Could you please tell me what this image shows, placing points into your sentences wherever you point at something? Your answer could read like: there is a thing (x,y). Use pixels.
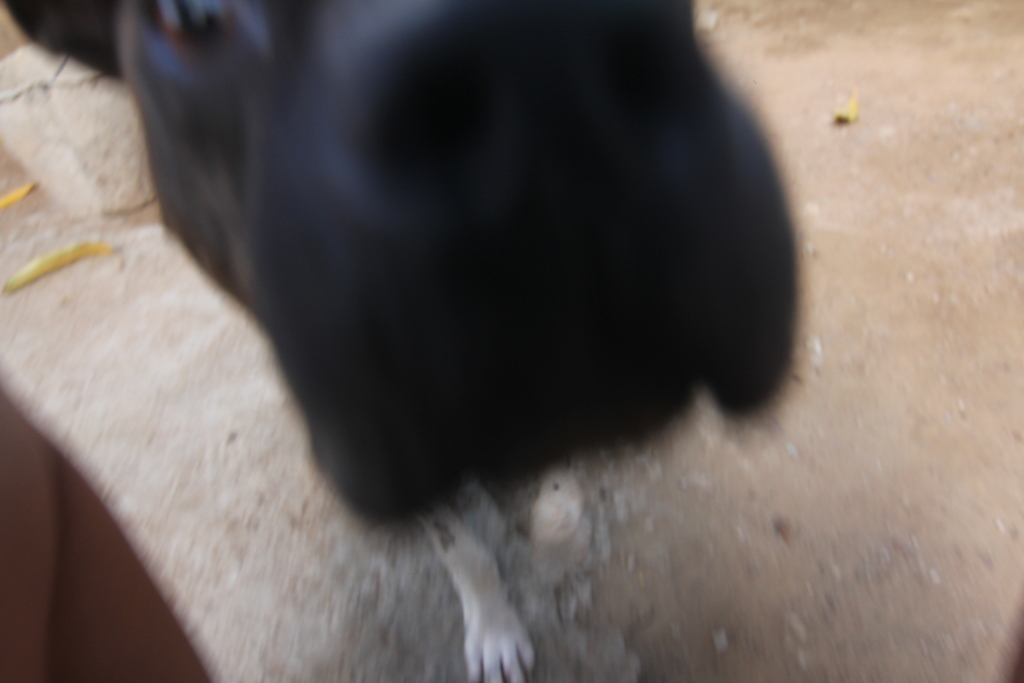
In this image we can see a dog (436,511) standing on the ground (784,427).
